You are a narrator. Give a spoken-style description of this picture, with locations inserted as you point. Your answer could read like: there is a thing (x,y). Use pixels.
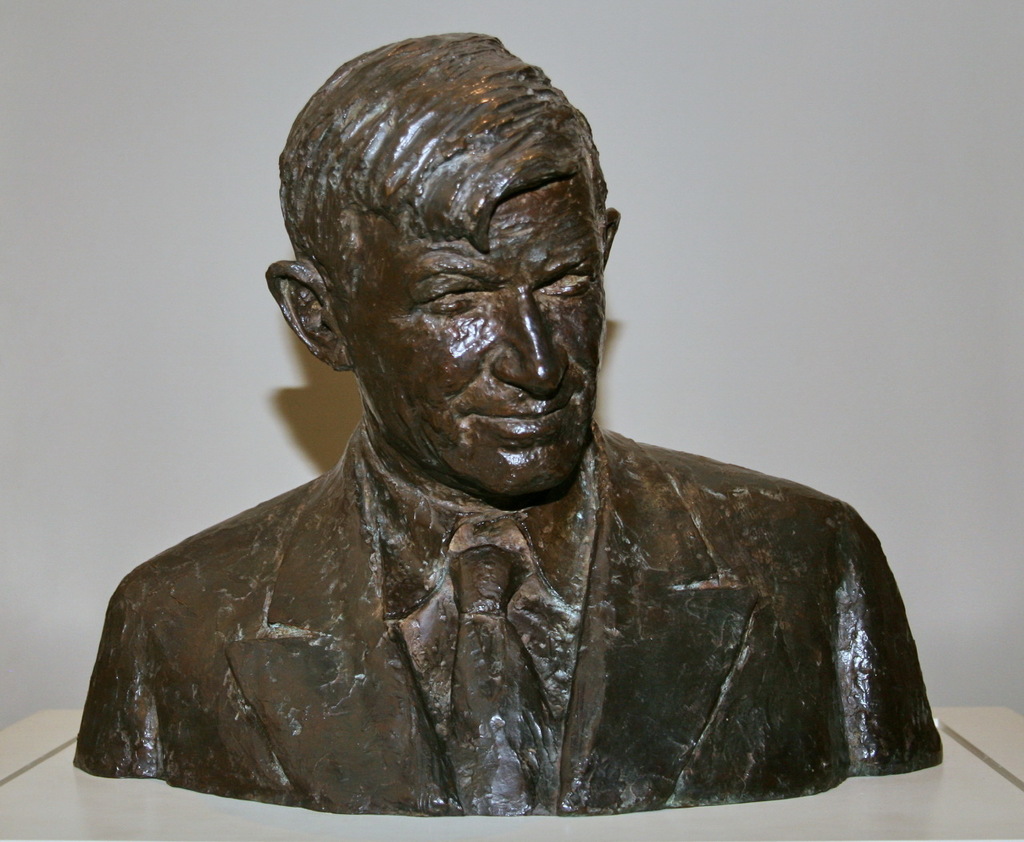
In this picture we can see a small statue of the man (338,464) in the front (591,738). Behind there is a white wall (623,418).
